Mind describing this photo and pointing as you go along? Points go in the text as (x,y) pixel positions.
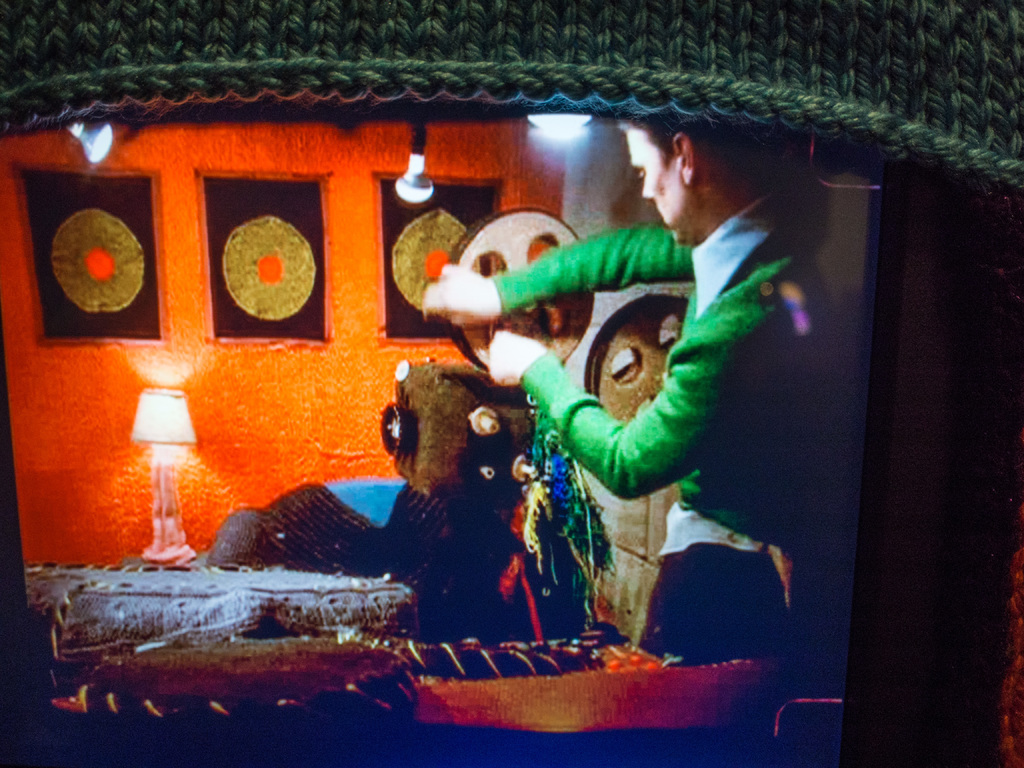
In this image we can see a television (662,530). On television (613,446) we can see a person (564,411), few lights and many objects (428,471) in the image. There is an object (555,65) on the television (444,485).
